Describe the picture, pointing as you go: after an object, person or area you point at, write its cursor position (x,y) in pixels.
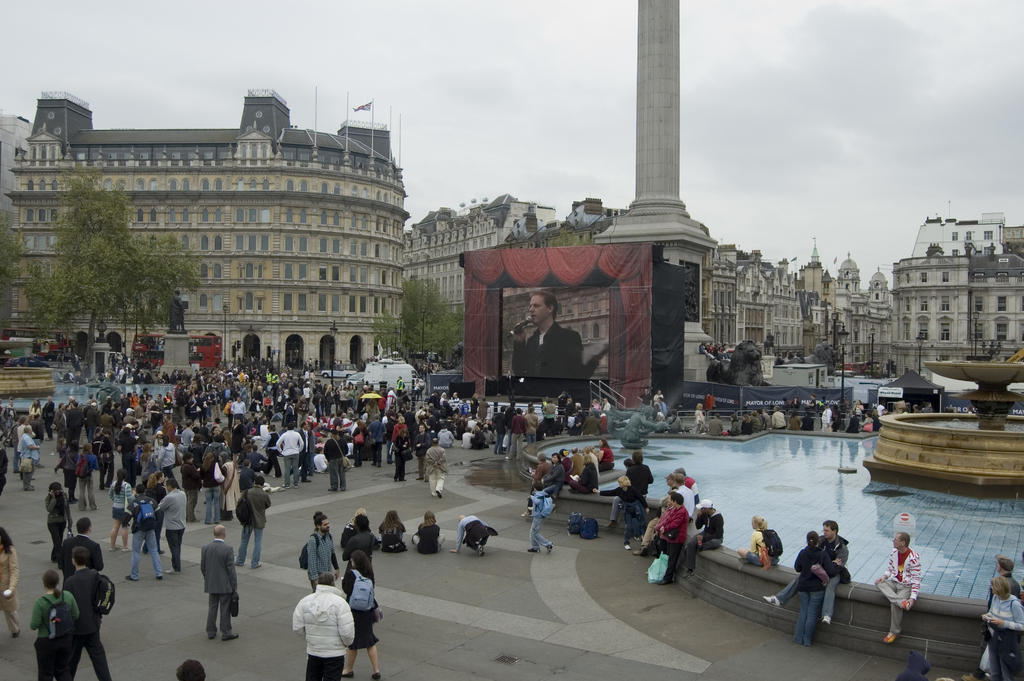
In this image we can see many people (334,481). Some people (337,414) are sitting. Some people (105,449) are standing. Some people (330,564) are wearing bags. Also there is a pool (744,452). In the back (581,352) there is a screen (528,335). And there are many trees (126,270) and buildings (463,238) with windows (944,302). And there is a pillar (641,215). Near to the pillar (631,217) there are statues (743,367). And there are light poles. In the background (379,72) there is a sky (167,50). On the building (324,158) there is a flag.
